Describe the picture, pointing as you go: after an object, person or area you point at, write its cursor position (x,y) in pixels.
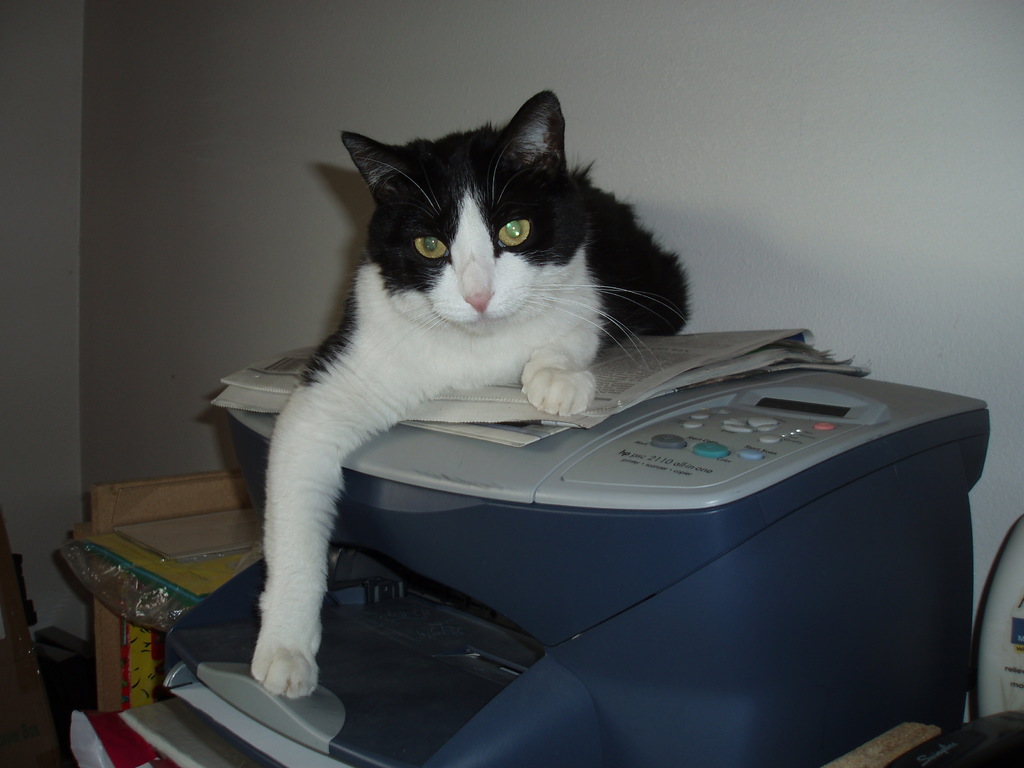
In this picture there is a black and white color cat (482,349) is sitting on the printer (527,532) and looking to the camera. Behind there is a white wall (103,172).
